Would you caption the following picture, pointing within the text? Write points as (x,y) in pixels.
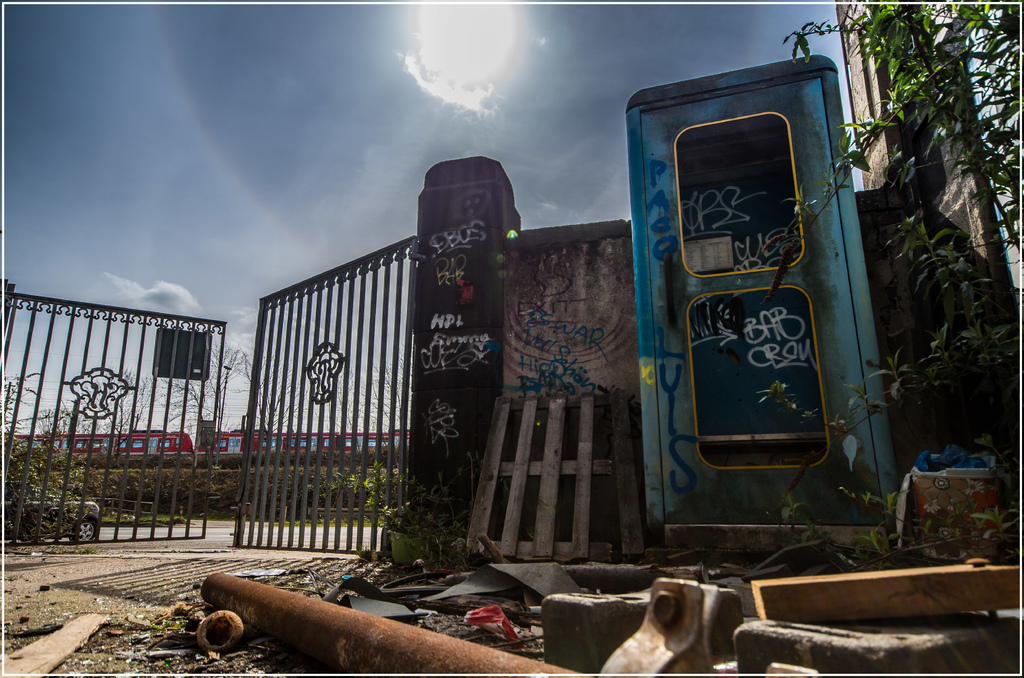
On the left side of the image (249,421) there is a gate (274,428) and we can see a train (167,441) on the track (302,456). There is a wall (628,386). On the right (926,227) there is a tree (920,41). At the bottom (302,634) we can see rods (290,624) and a plank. At the top (420,131) there is sky (420,131).
